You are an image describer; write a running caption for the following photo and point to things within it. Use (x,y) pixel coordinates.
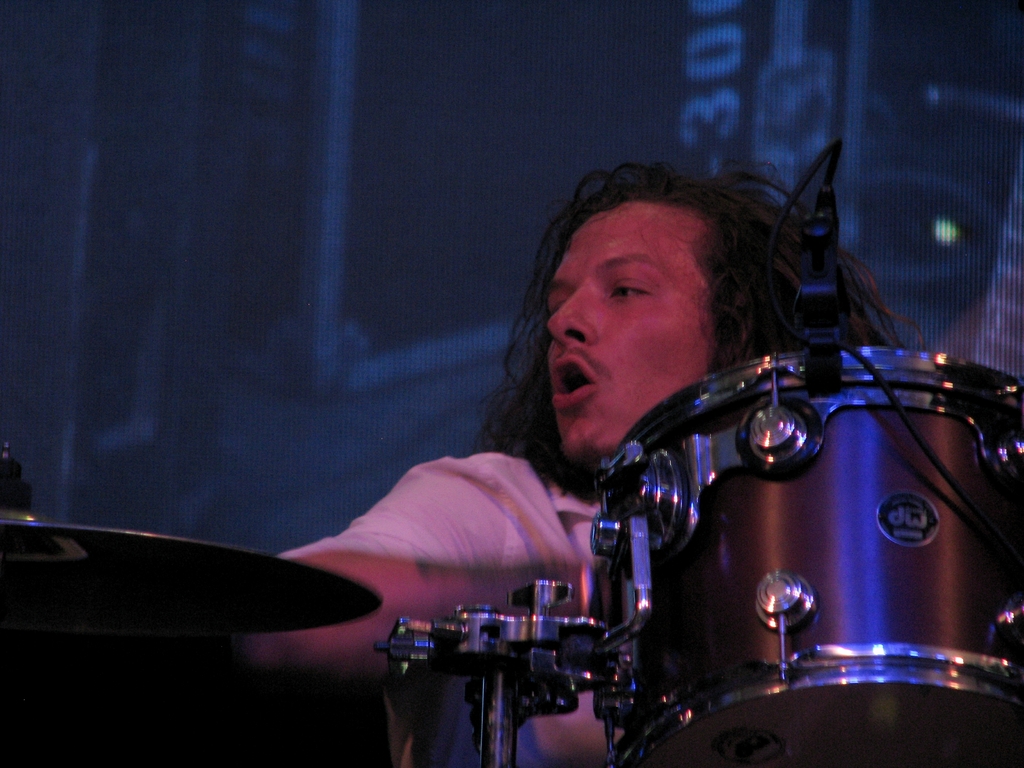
In this image there is a man (515,506) sitting on a chair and playing musical instruments (719,637) and in the background (774,160) it dark.
